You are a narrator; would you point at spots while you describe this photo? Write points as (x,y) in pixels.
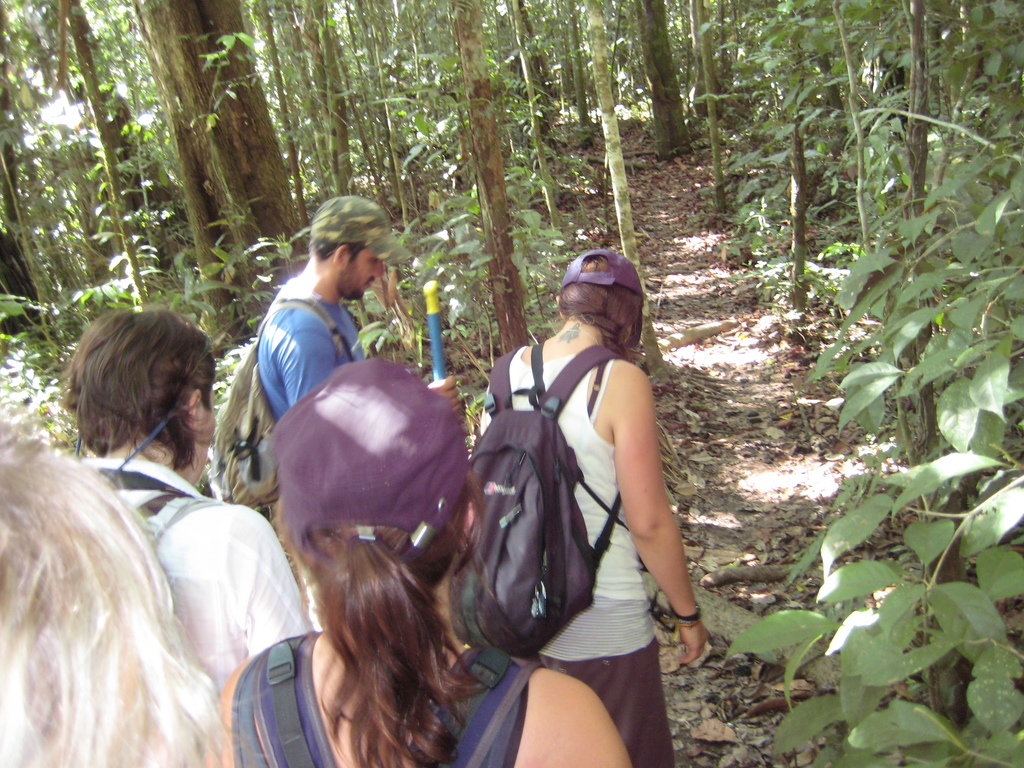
A picture of a forest (766,380). This are trees (638,45). This persons (169,447) are standing. This 2 person (565,363) wore bag (544,475) and cap (347,223).
